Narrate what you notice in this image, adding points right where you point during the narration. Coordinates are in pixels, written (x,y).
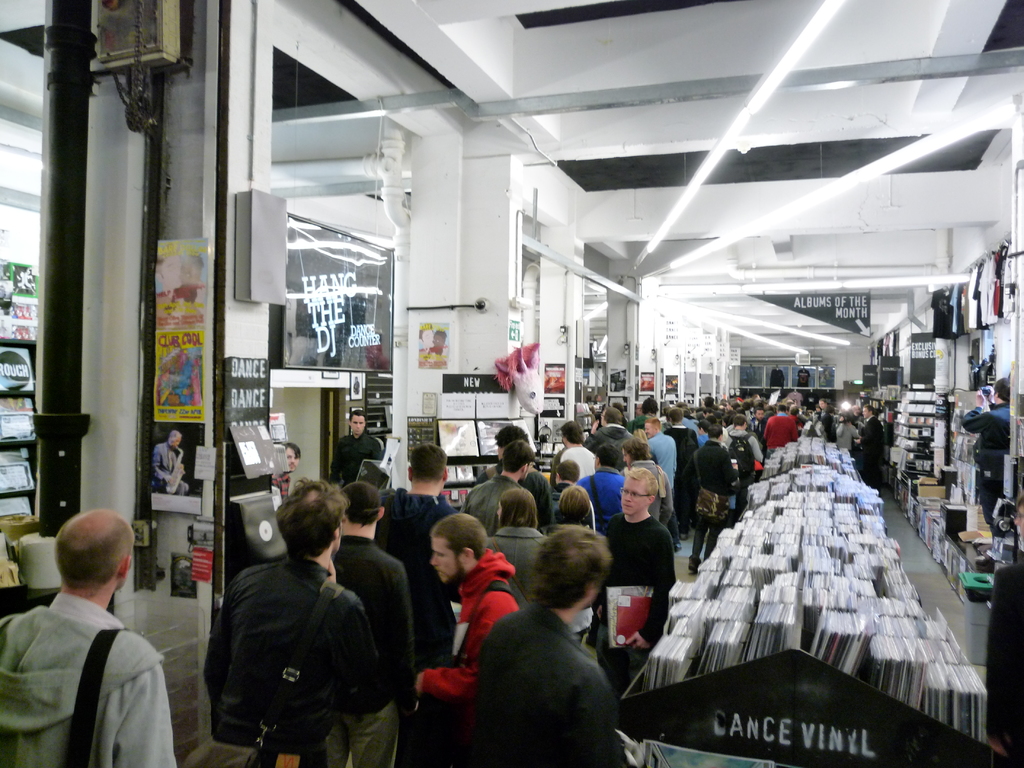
In this image, there are many people (653,517). We can see the ground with some objects (829,602). We can also see some clothes (947,315) on the right (953,336). We can see some lights (891,283) and poles (897,328) on the roof (943,51). We can see the walls (843,369) and pipes (395,210) attached to the walls (238,111). We can also see some posters (185,409) with text (411,431) and images (476,458). We can see some boards (237,396) with text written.
